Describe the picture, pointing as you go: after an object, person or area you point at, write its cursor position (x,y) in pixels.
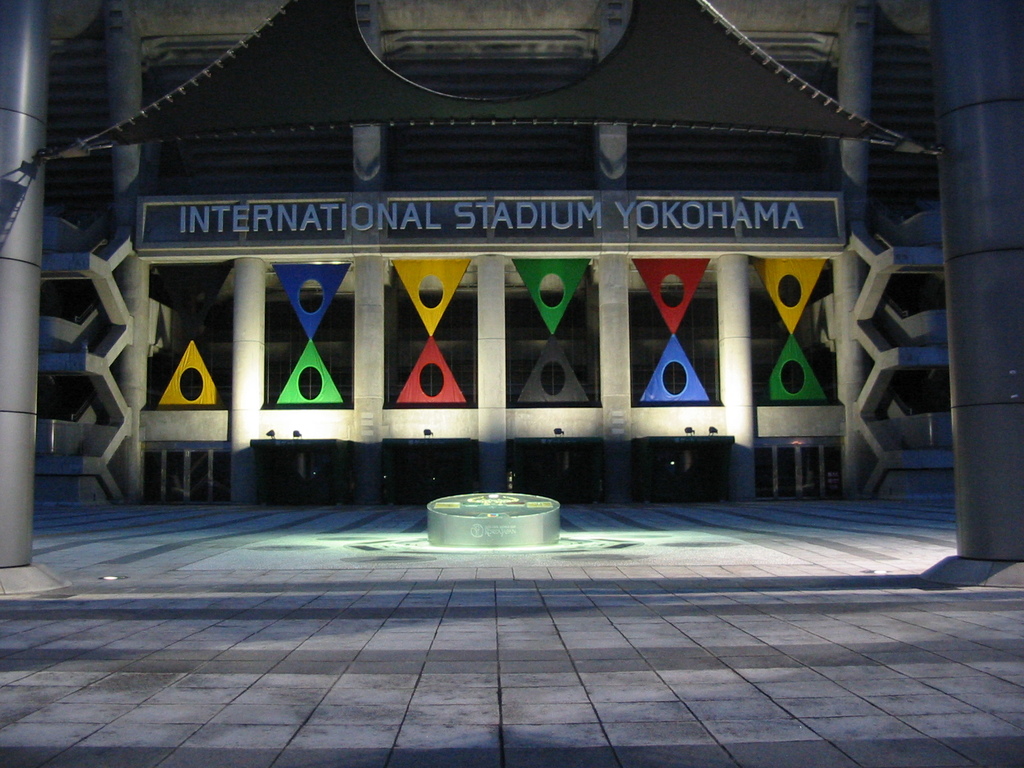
In this image we can see one stadium (214,264). One big wall (262,209) is there some text (267,221) is there on the wall (684,240). The stadium (708,258) is decorated with colorful triangles (691,391), two poles (999,473) are there.
